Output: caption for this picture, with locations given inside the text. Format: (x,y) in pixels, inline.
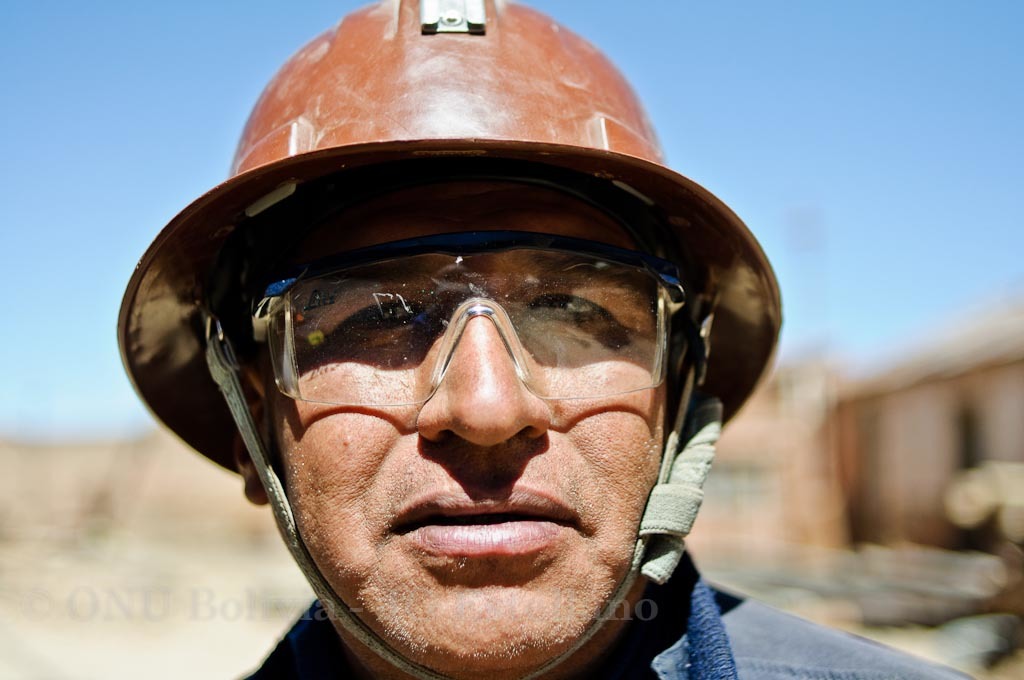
In this picture there is a man (485,612) who is wearing helmet (508,15), goggles (542,325) and shirt (816,645). At the right (945,351) there is a building (813,480). In the bottom left (45,599) there is a watermark (303,603). In the top right (995,195) there is a sky (877,109).
